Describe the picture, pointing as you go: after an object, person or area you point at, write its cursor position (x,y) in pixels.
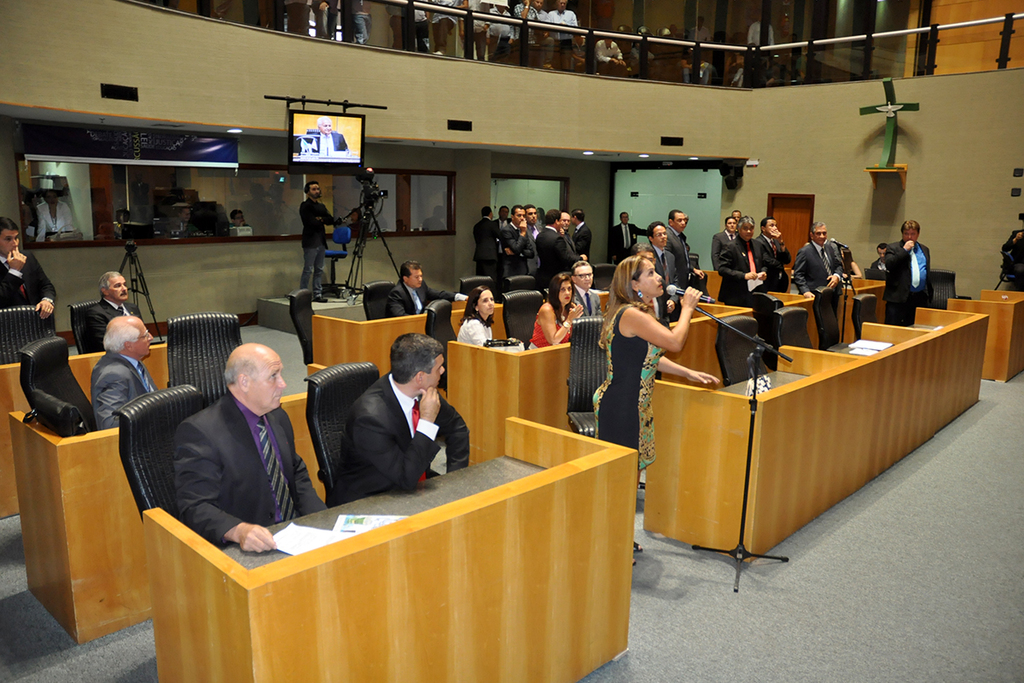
In this image, we can see people (198,524), chairs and desks (463,582). Few people (552,297) are sitting on the chairs (61,398). In the middle of the image (650,370), we can see a woman (644,349) holding a microphone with a stand (737,331) on the floor (746,569). In the background (452,255), we can see the camera (363,194) with a stand (376,212), glass objects (197,223), walls (132,60), people (685,223), banner (216,151), television (314,151), railing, door (791,221) and few objects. On the screen (329,159), we can see a person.
